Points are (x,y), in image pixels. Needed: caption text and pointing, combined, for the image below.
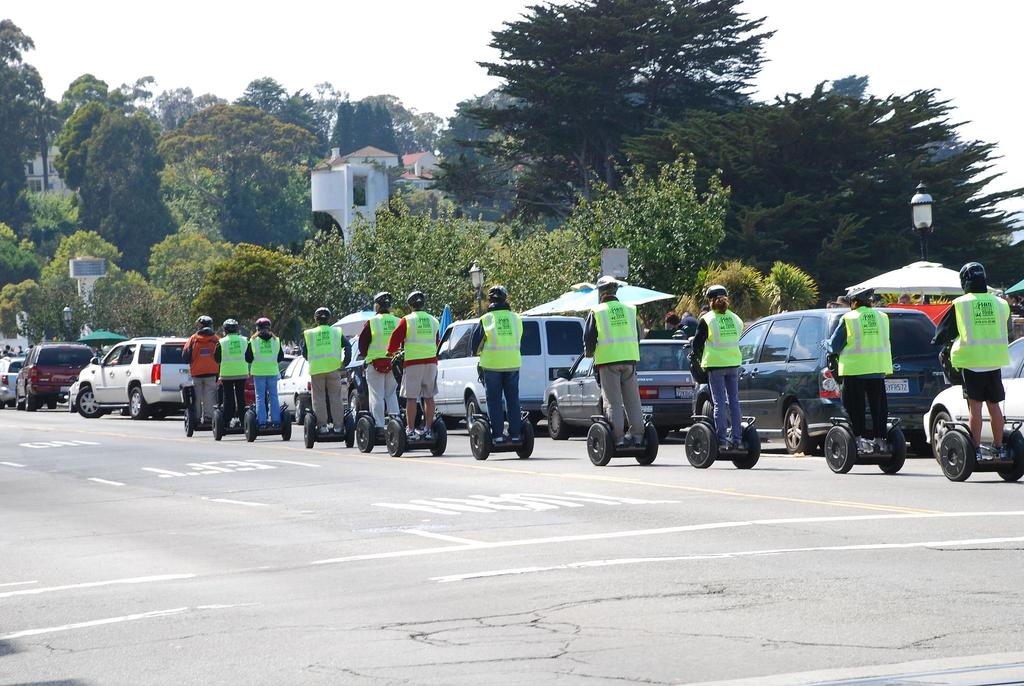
In this image we can see few people (613,384) riding Segways (1012,469) on the road (747,617) and there are some vehicles (919,376). We can see some trees (153,146) and buildings (355,164) and at the top (1007,150) we can see the sky (912,23).
